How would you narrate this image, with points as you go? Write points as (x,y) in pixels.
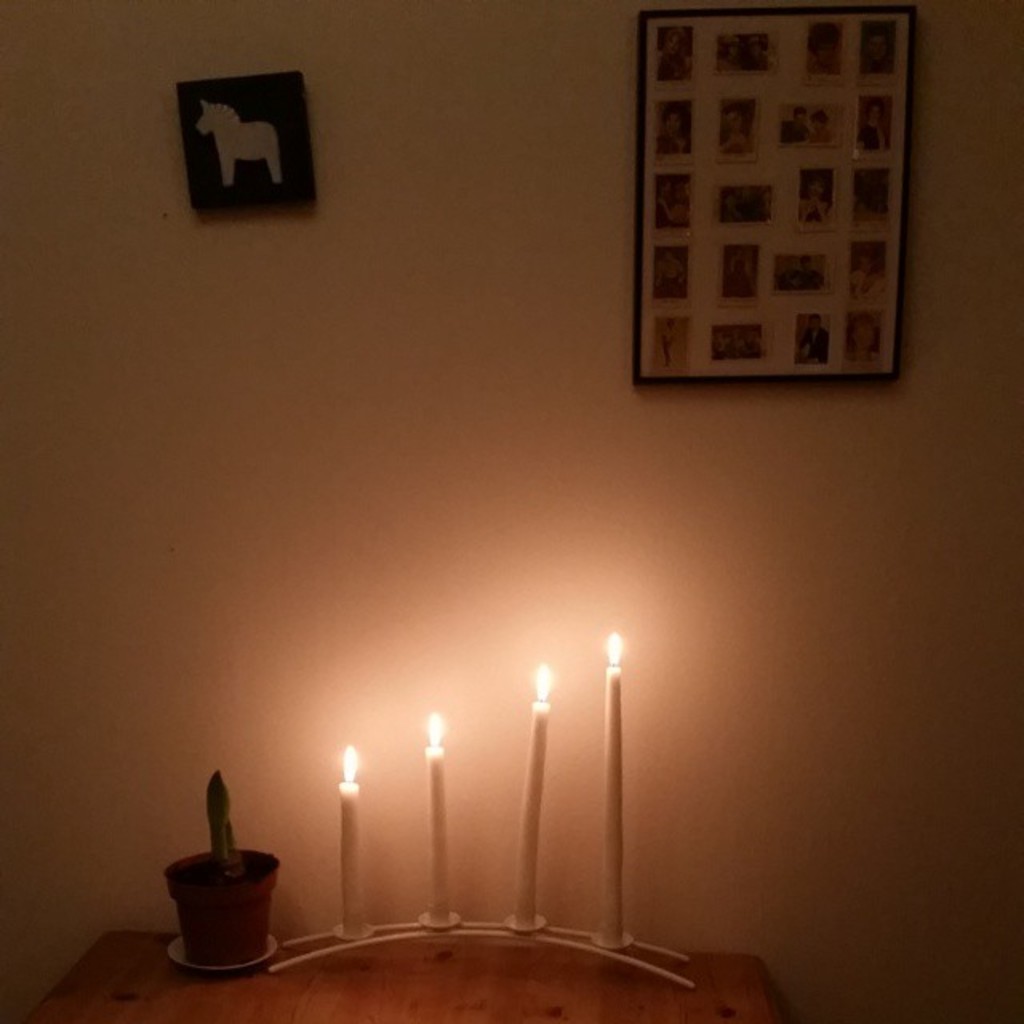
In this image in the center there are candles (436,847) and there is a pot (218,903) with the plant (217,846) inside it and there are frames (270,155) on the wall (379,321).
